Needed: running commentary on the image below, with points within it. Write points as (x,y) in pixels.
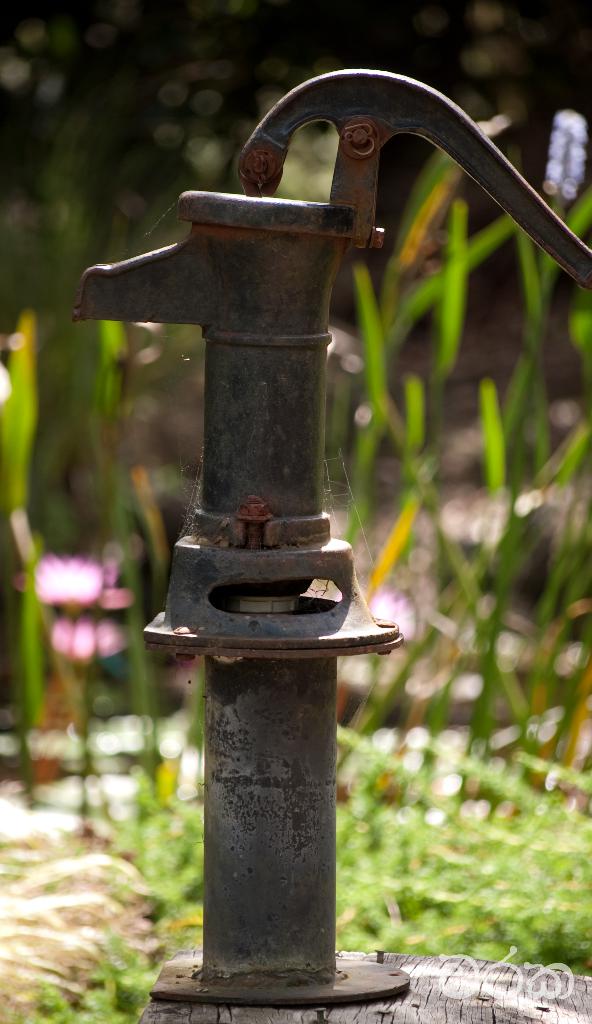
In this picture I can see a hand pump (318,405) in front (166,270) and it is on the wooden surface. In the background (45,730) I can see the plants (27,422) and I see that it is blurred.
